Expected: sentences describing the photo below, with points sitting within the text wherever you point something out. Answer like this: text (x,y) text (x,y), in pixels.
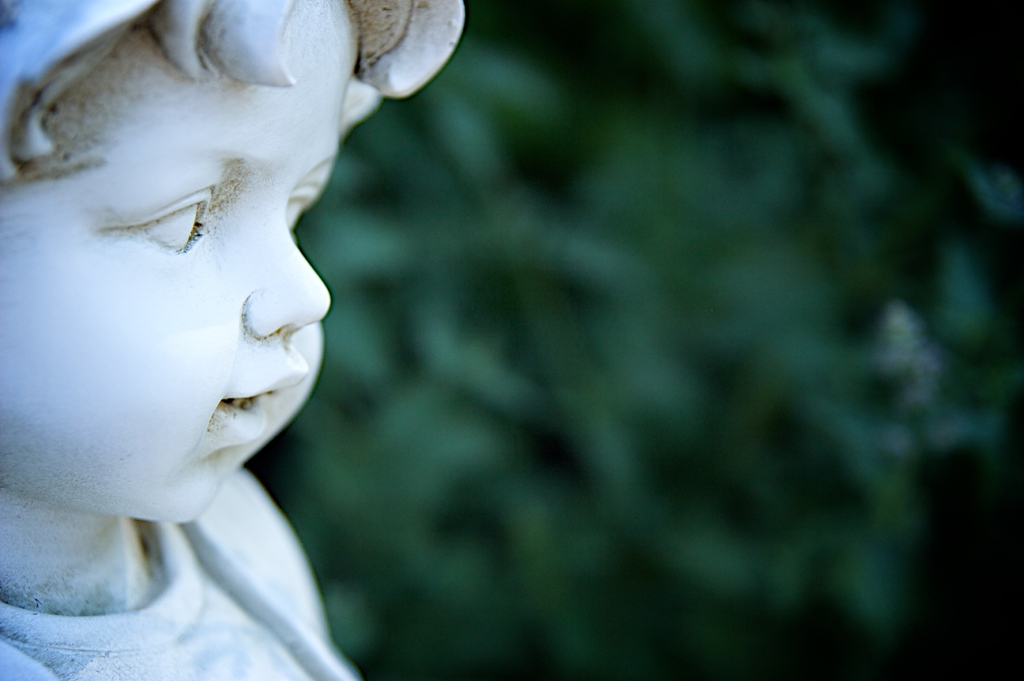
On the left side of the picture (159,315), we see the statue (214,409) of the baby (206,401). In the background (558,220), it is green in color. This picture is blurred in the background (652,455).
